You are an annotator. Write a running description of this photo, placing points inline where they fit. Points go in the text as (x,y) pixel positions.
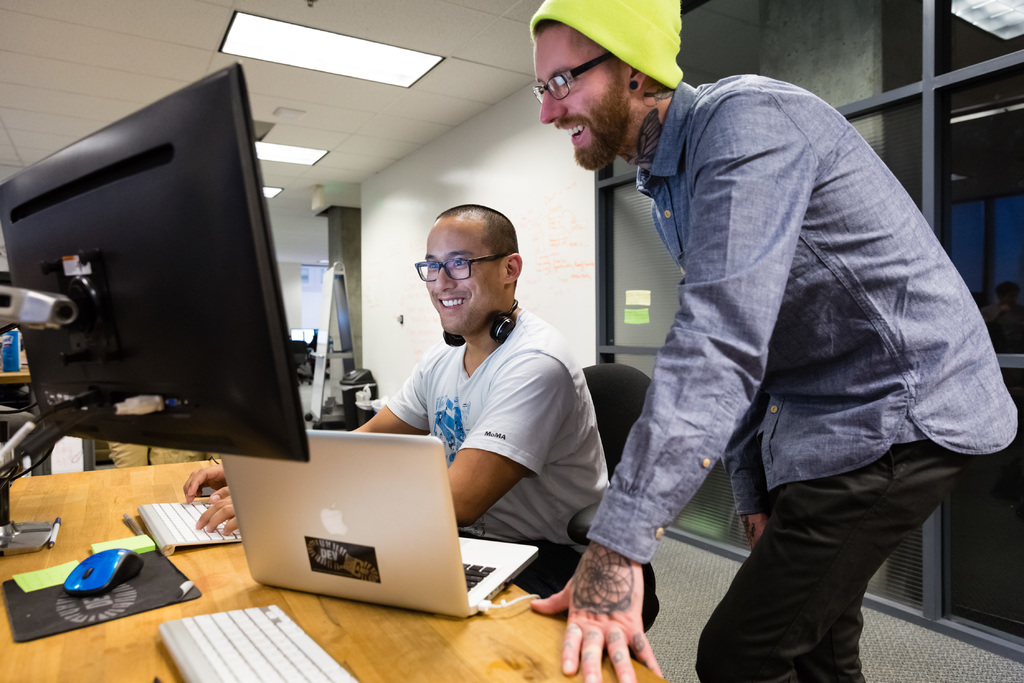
In this image there is a man (570,513) sitting in a chair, another man (615,624) standing beside him, and in table (23,675) there is keyboard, laptop (350,510), monitor (242,449), mouse (126,565), mouse pad (138,577), pen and in back ground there is light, board (383,219).
